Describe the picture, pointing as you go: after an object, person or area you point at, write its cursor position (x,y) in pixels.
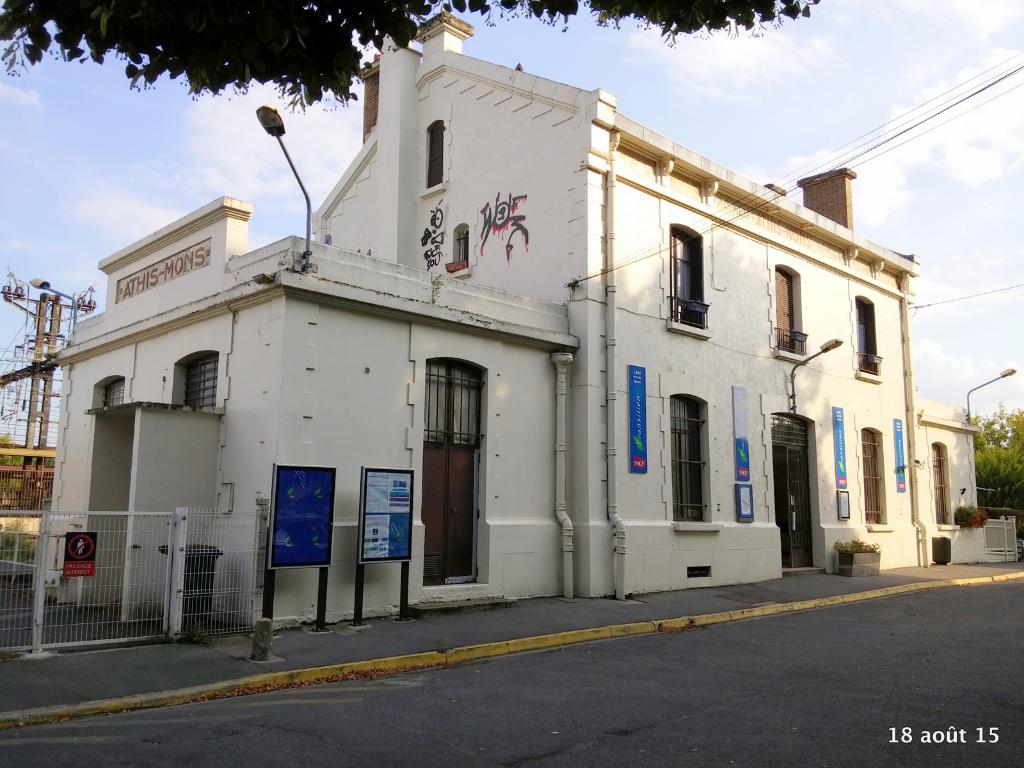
In this image we can see a building (574,320) with lights (1000,375) and boards (837,457), there is a metal railing (149,588) with a sign board (74,536), there are boards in front of the building (860,521) and there are few trees (1005,448), a current pole (46,333) and the sky (827,114) in the background (158,162).
